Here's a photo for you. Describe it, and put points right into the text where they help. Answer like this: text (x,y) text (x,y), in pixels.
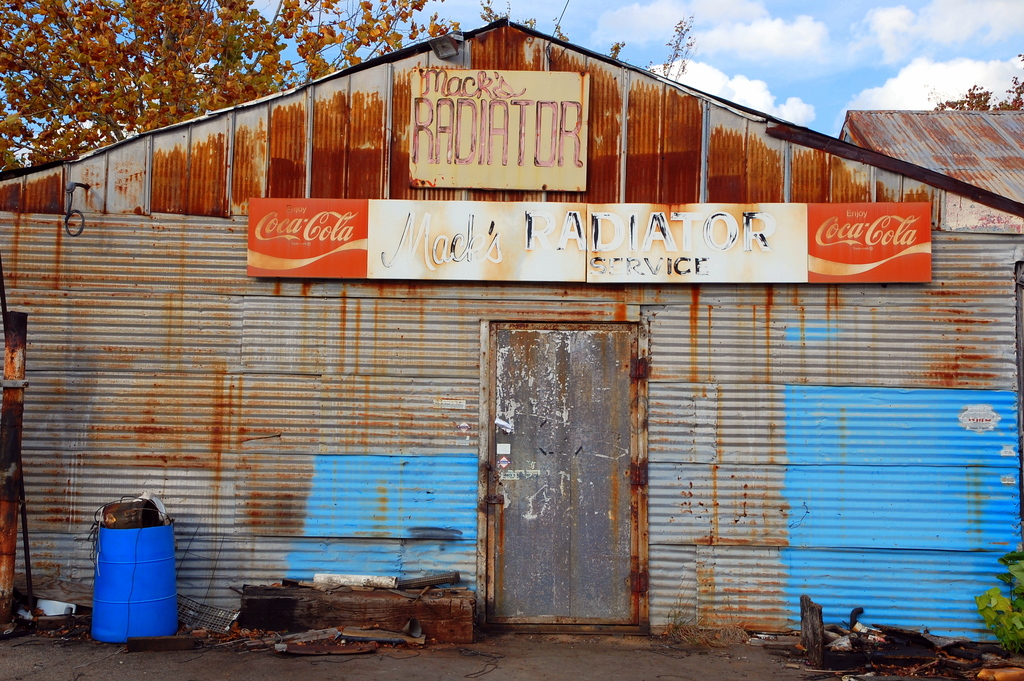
In this image there is a shed (212,303) which is made up of metal sheets (213,180). There is a hoarding (527,245) to it. In the middle (576,437) there is a door (561,539). On the left side (132,569) there is a drum (133,558) in which there is garbage (127,522). At the top (804,90) there is the sky (796,79). On the left side (72,73) top there is a tree (99,38).
